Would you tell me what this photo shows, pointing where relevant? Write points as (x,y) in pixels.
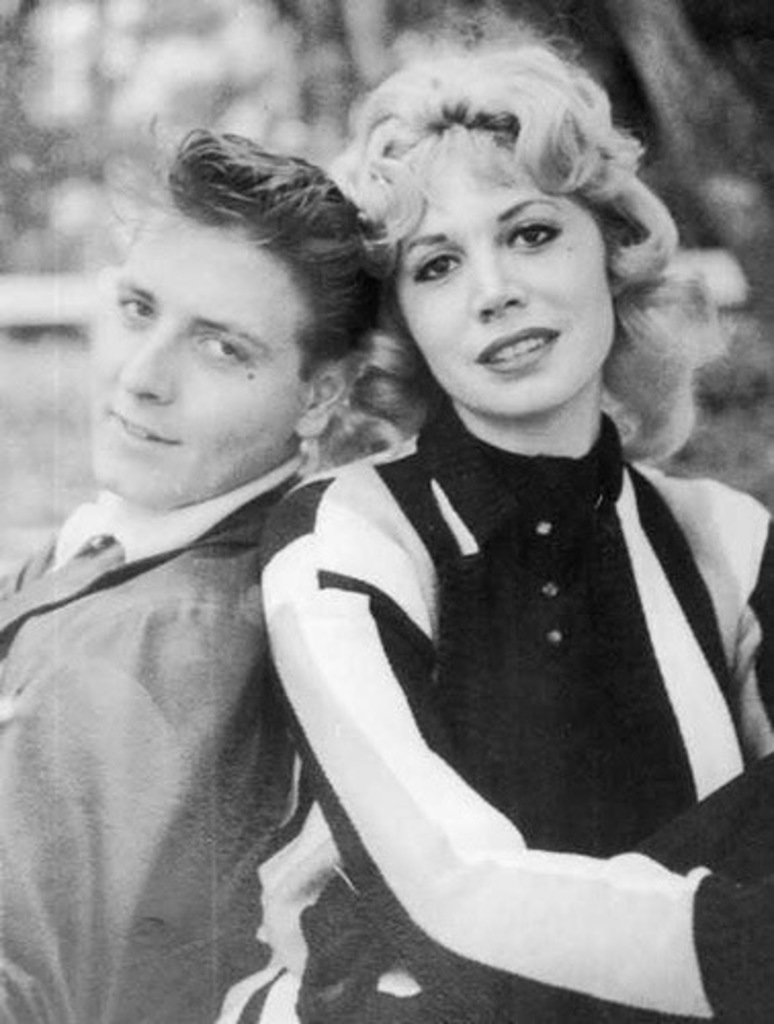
In this image there are two people (333,737). On the right (616,747) there is a lady (501,219). On the left (129,649) we can see a man (143,545).
